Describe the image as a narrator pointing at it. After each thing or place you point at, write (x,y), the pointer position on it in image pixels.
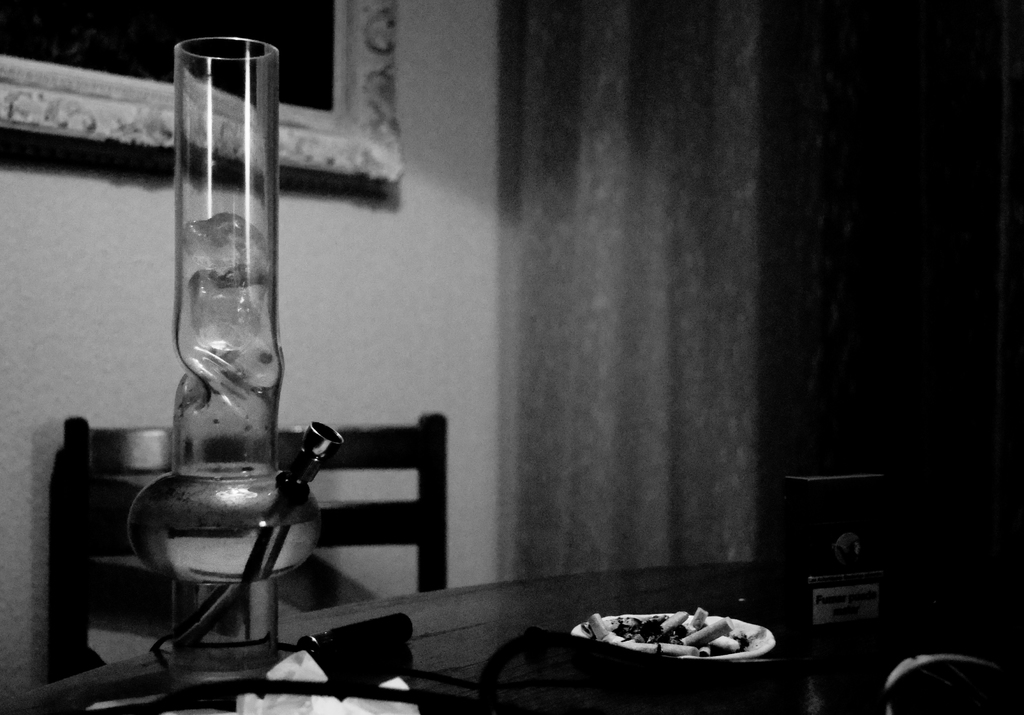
This is a black and white image where we can see a glass object (156,494), a plate (744,655) with ash (627,633) and few more objects (945,657) are placed on the table (938,620). Here we can see a chair (65,567), a photo frame (331,171) on the wall (447,223) and curtains (642,340) in the background (562,341).
